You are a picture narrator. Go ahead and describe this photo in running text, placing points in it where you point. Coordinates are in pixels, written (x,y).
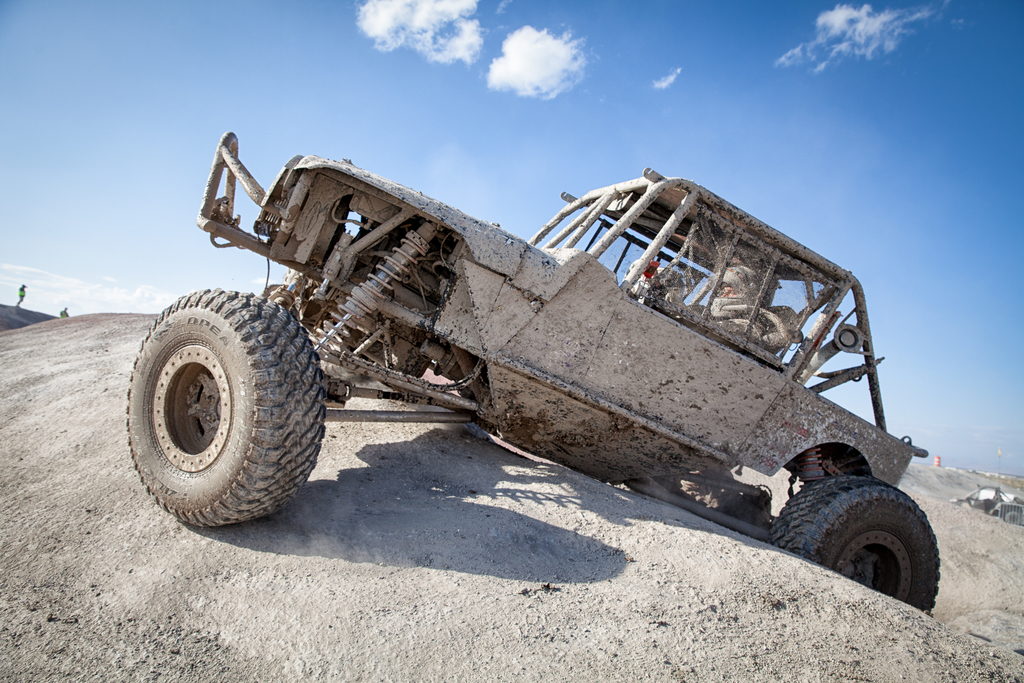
In this image there is a vehicle (418,400) on the hill (393,602). In the background (22,298) there are a few people (69,315). At the top (492,85) there is the sky (492,85).
